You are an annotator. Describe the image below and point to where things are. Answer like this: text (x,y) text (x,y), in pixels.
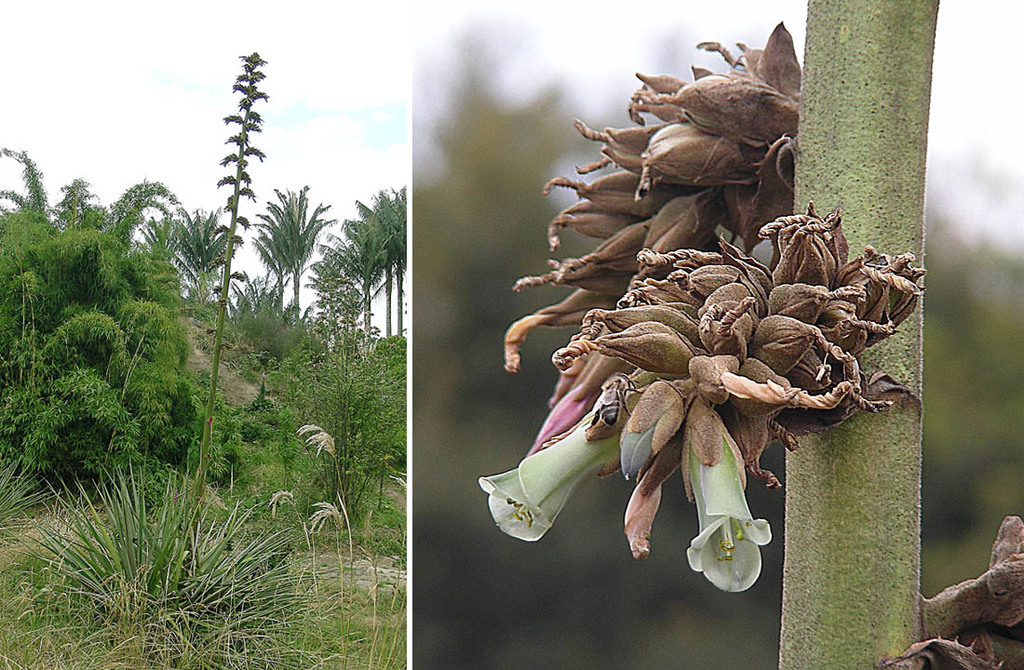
This image is a collage of two images. On the left (80,650) image there is a ground (78,626) with grass (176,605) on it and there are a few trees (124,370) and plants (308,365) on the ground (297,502). At the top of the image (156,82) there is the sky (286,131) with clouds (298,134). In the right (695,609) image the background (498,589) is a little blurred and there are a few trees (964,462) and plants (485,206). In the middle of the image (610,441) there is a plant (855,355) and there are a few flowers (690,436).
